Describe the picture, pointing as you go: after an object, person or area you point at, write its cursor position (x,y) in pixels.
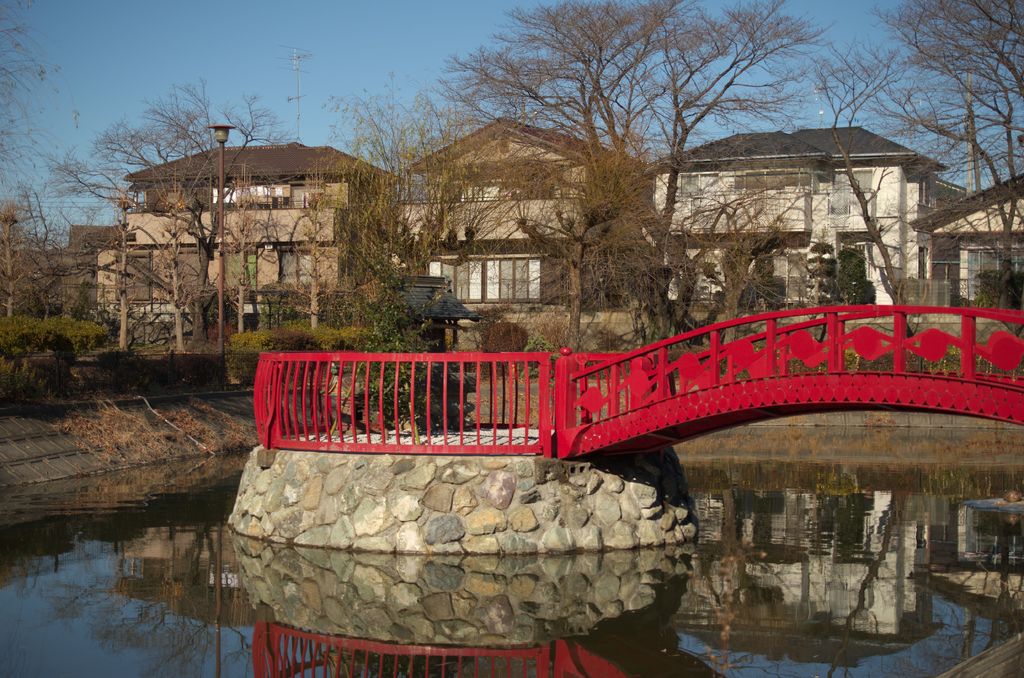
In this image at the bottom (615,604) there is a small river (746,570), and on the right side (822,361) there is one bridge (864,349). In the background (230,264) there are some houses (814,207), trees (567,240), poles (220,149) and lights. On the top of the image (227,48) there is sky (166,32).
